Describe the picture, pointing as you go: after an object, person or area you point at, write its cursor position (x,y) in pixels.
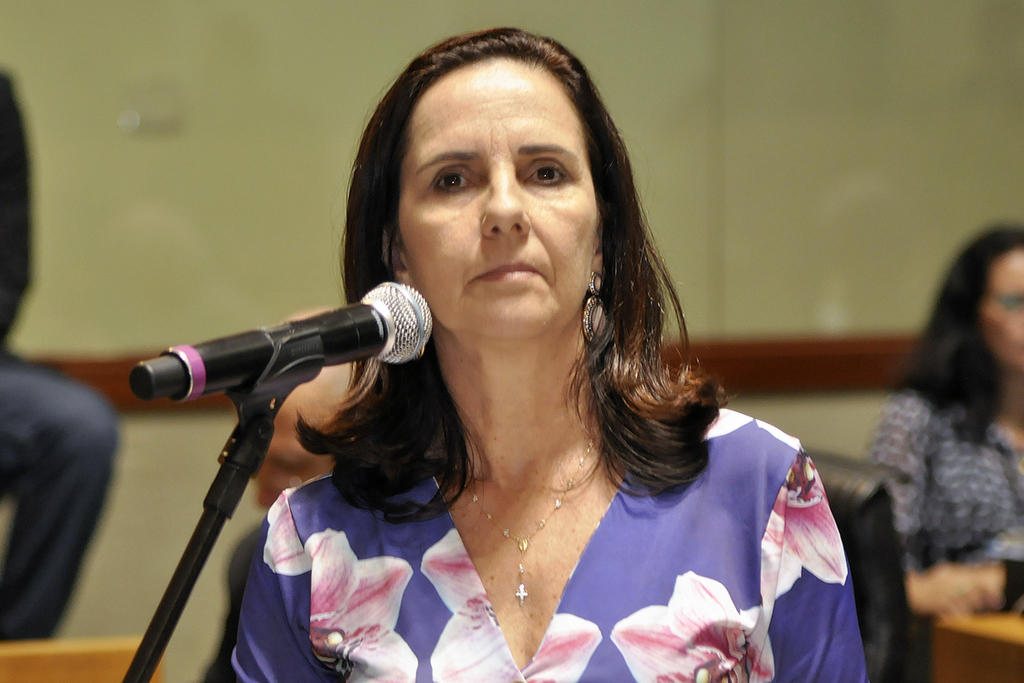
In this image we can see four people (405,526) are sitting on the chairs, two wooden objects (964,630) look like tables (1007,641), one microphone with stand (284,359) in front of the woman (374,614) in the middle of the image (343,449), one big wall (112,536) in the background (179,681), two persons (1013,437) on the left (17,268) and right side of the image (1015,467) are truncated.
